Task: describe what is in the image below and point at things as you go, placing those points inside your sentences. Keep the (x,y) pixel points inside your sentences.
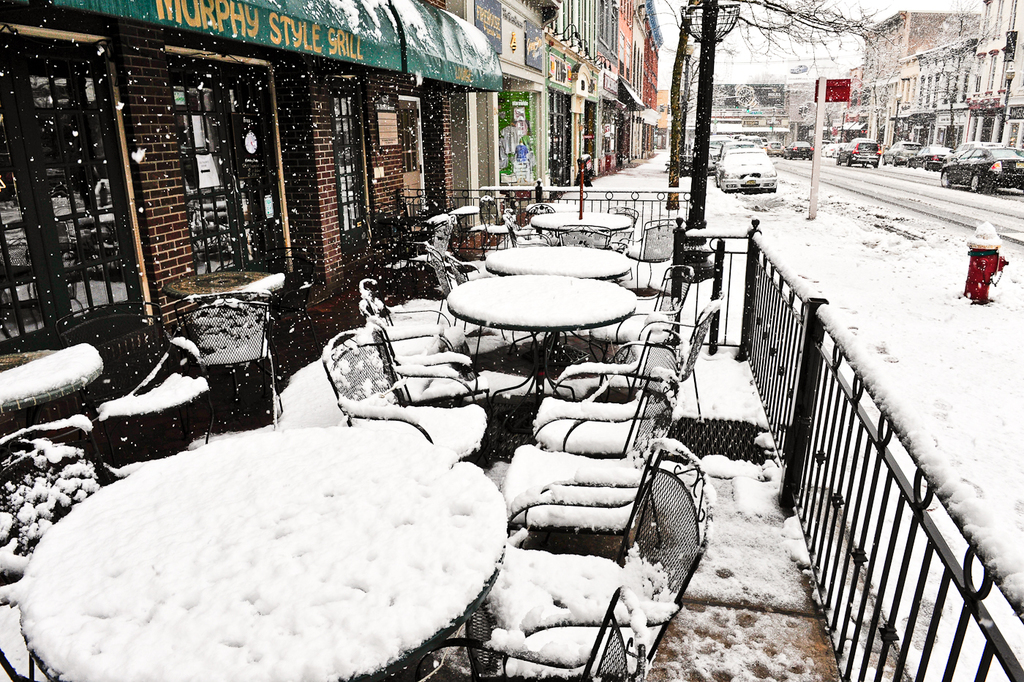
In this image we can see some tables (544,375) and a group of chairs (563,379) which are covered by the snow (428,521). We can also see some poles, the railing (800,399), a tree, the sign boards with some text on them, a group of buildings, a fire hydrant (996,241), a group of cars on the ground (839,233) and the sky (775,54).
